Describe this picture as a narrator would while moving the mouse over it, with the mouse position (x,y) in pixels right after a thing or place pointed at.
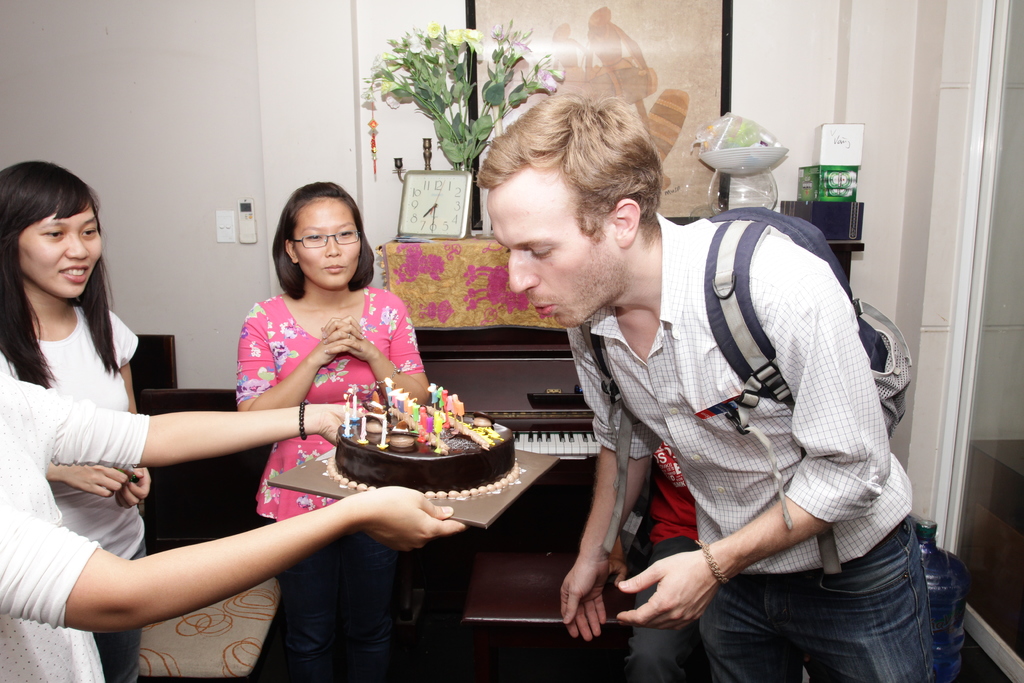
In this image I can see few people (308,303) are standing in the front (4,647). In the centre of this image (358,423) I can see one person (269,570) is holding a cake (382,394) and on the right side of this image (787,528) I can see he is carrying a bag (739,337). In the background (471,150) I can see a clock (412,171), a plant (458,148), a frame (715,15) on the wall (749,7) and few other stuffs (709,202). I can also see a musical instrument (585,401) in the background (549,439).
